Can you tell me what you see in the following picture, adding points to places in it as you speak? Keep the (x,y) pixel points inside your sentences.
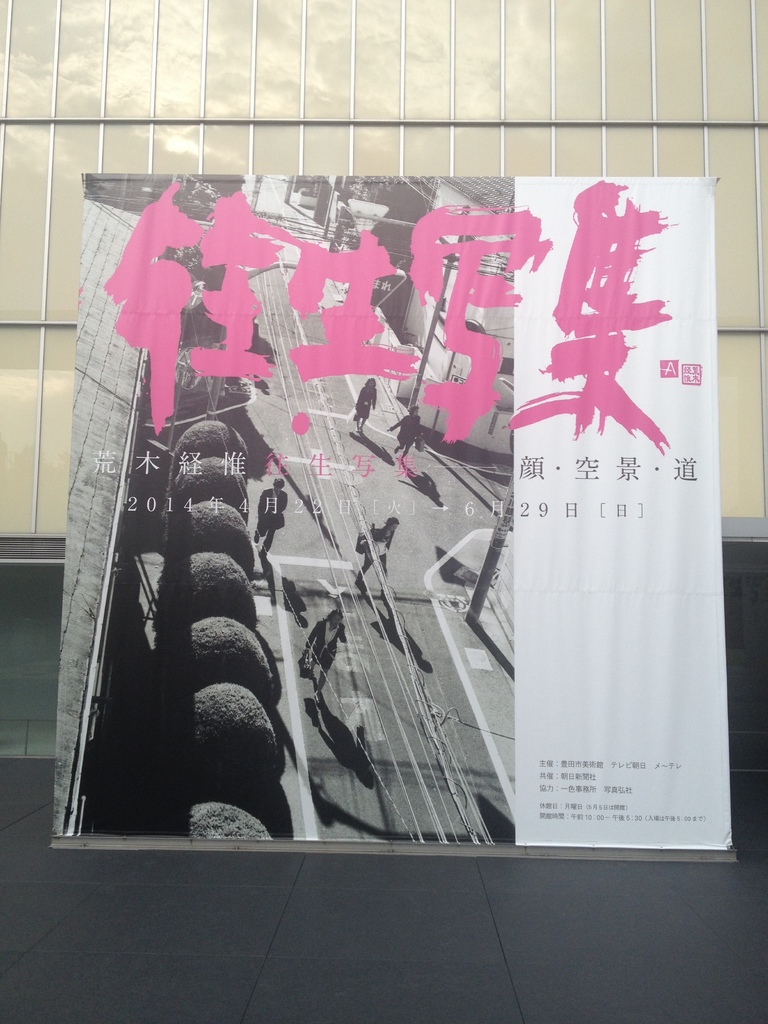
In the picture we can see a wall (672,81) and a board (550,576) with a painting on it with some people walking on it and besides it we can see some information (550,775).
